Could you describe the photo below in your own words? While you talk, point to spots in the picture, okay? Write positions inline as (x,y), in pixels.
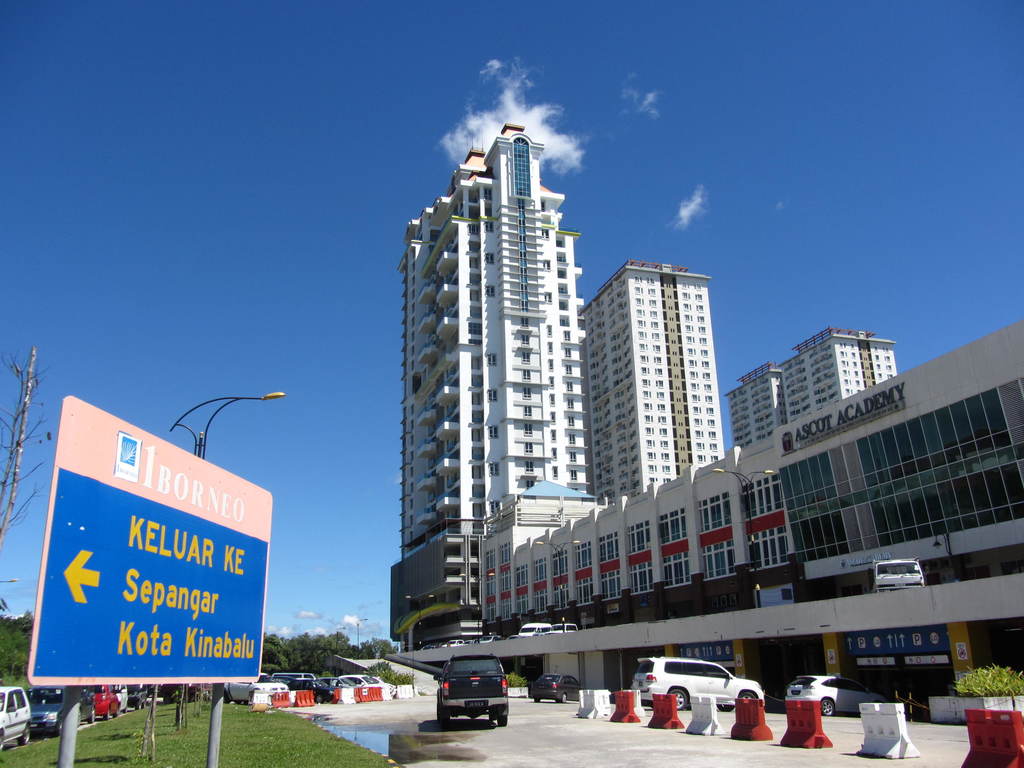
In the picture I can see a blue color board (168,627) on which we can see some text (176,632) is written, we can see vehicles (13,701) parked here, we can see light poles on the left side of the image and on the right side of image (1009,735), we can see road barriers (993,749), a few more vehicles (501,715) parked here, we can see tower buildings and the blue sky (398,163) with clouds (360,619) in the background (602,233).
